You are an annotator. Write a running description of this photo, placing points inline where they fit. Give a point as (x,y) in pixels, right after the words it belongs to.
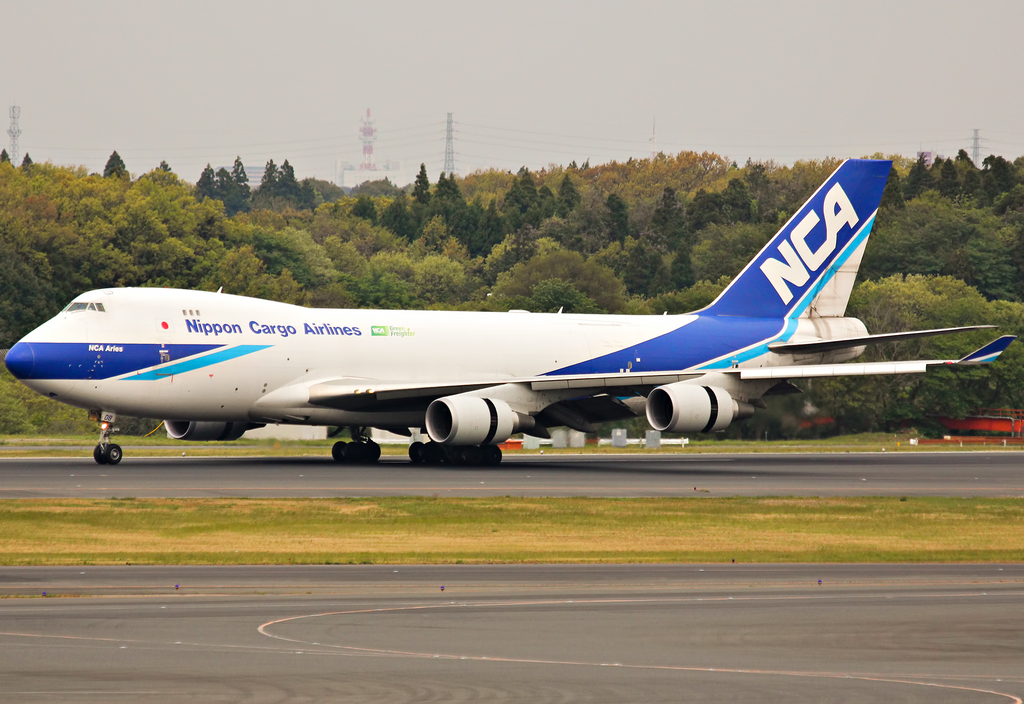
In the image there is an aircraft (297,396) on the land (423,501) and in the background (265,246) there are trees (450,264) and towers (369,140).
